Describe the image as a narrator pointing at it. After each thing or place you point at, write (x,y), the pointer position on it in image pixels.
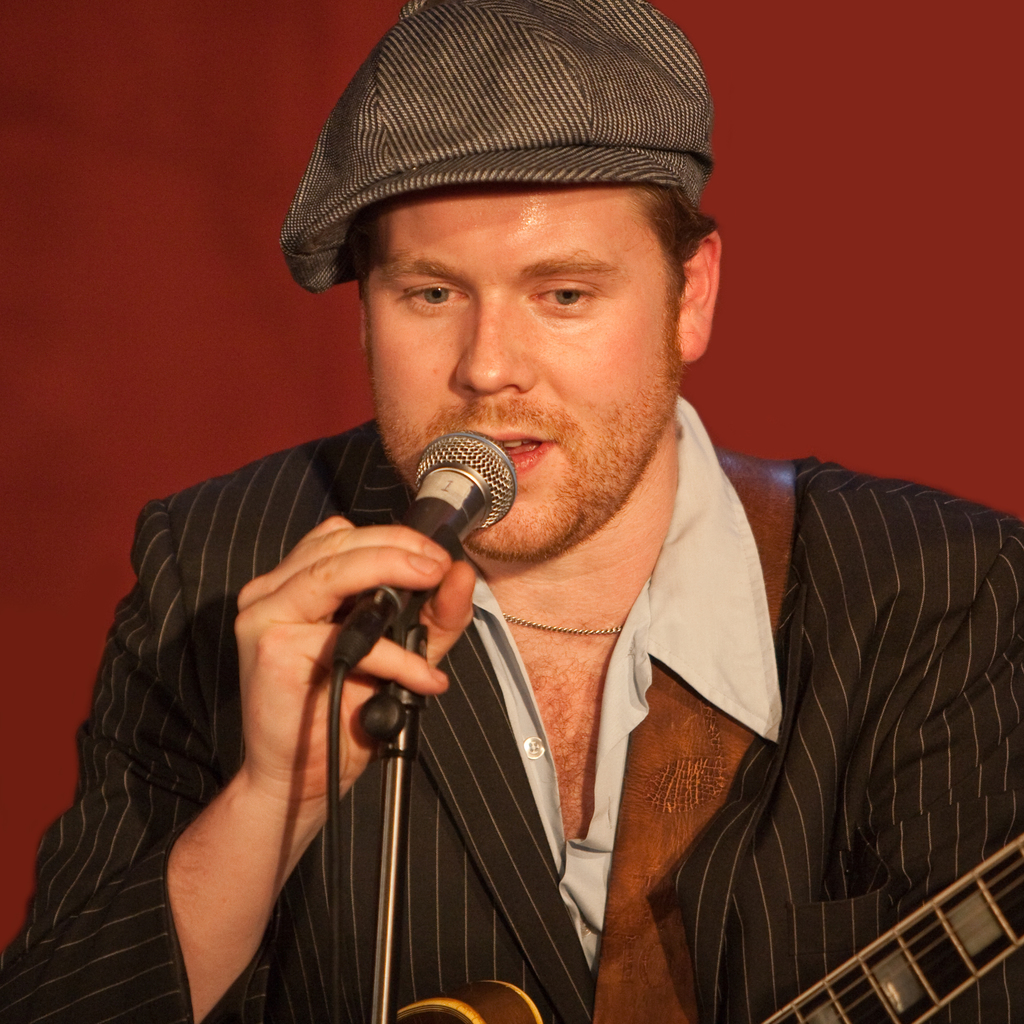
This image consists of a man (477,721) who is wearing black dress (196,799). He is holding a mic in his hand (402,545). He is singing something, he has a musical instrument (974,978) in his other hand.
